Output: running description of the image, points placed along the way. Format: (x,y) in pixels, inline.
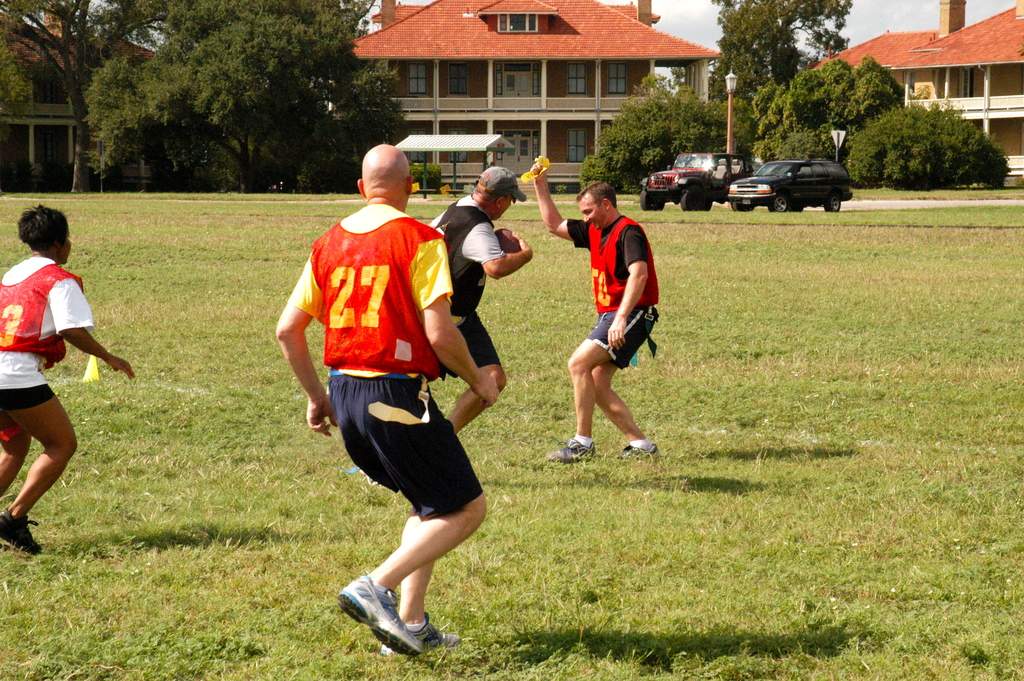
In this image I can see an open grass ground (462,386) and on it I can see a yellow colour cone (88,377) and few people (35,493) are standing. I can see all of them are wearing t shirts (22,357), shorts (410,422), shoes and bibs (39,272). In the background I can see few vehicles (675,178), number of trees (118,143) and few buildings (465,186). I can see he is holding a ball (509,239) and he is holding a yellow colour thing (531,172). I can also see he is wearing a cap (500,187).
